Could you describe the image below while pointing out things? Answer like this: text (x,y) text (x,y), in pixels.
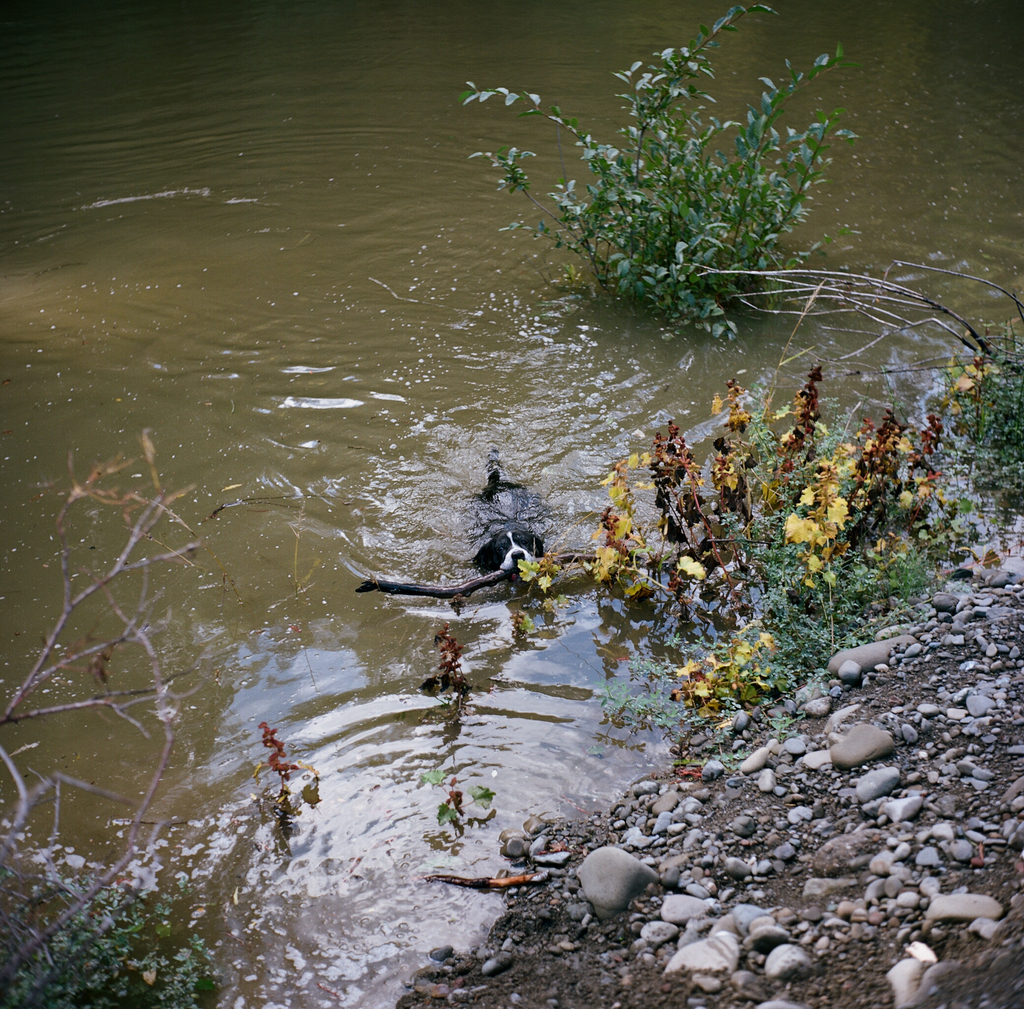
In this image I can see a dog (539,537) swimming in water (534,508) and I can see some plants (145,897) and I can see some rocks (882,801) in the right bottom corner (874,793).
